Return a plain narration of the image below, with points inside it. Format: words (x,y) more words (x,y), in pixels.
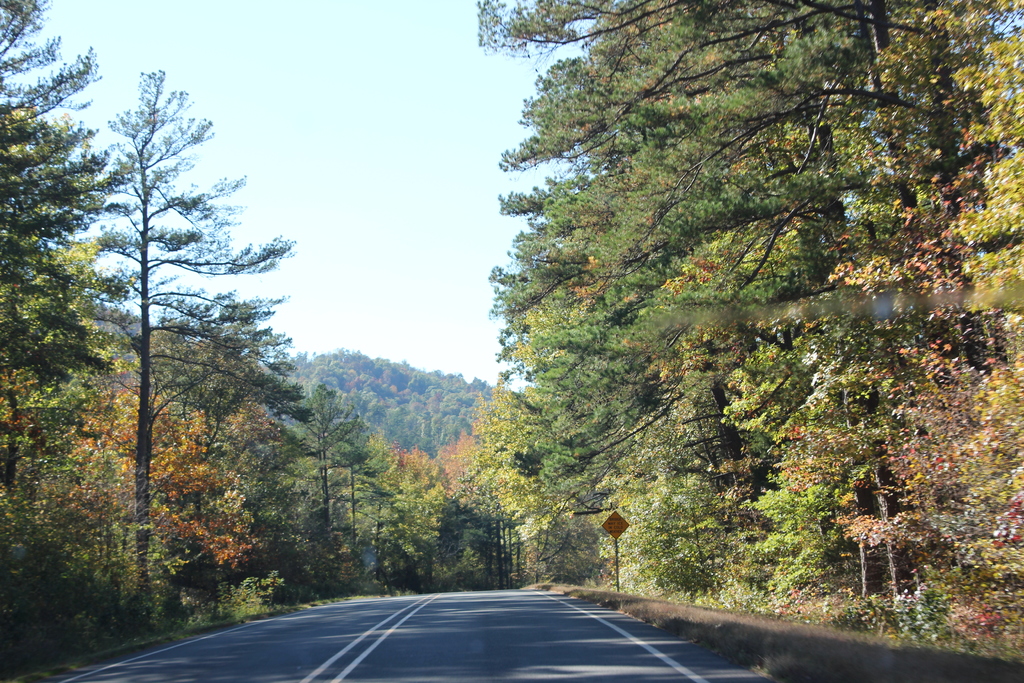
In the foreground of the picture (526,439) there are trees (502,554), plants (625,510), grass (614,605), sign board (619,523) and road (389,630). In the background (367,385) there are trees (398,387). Sky (396,264) is sunny.
